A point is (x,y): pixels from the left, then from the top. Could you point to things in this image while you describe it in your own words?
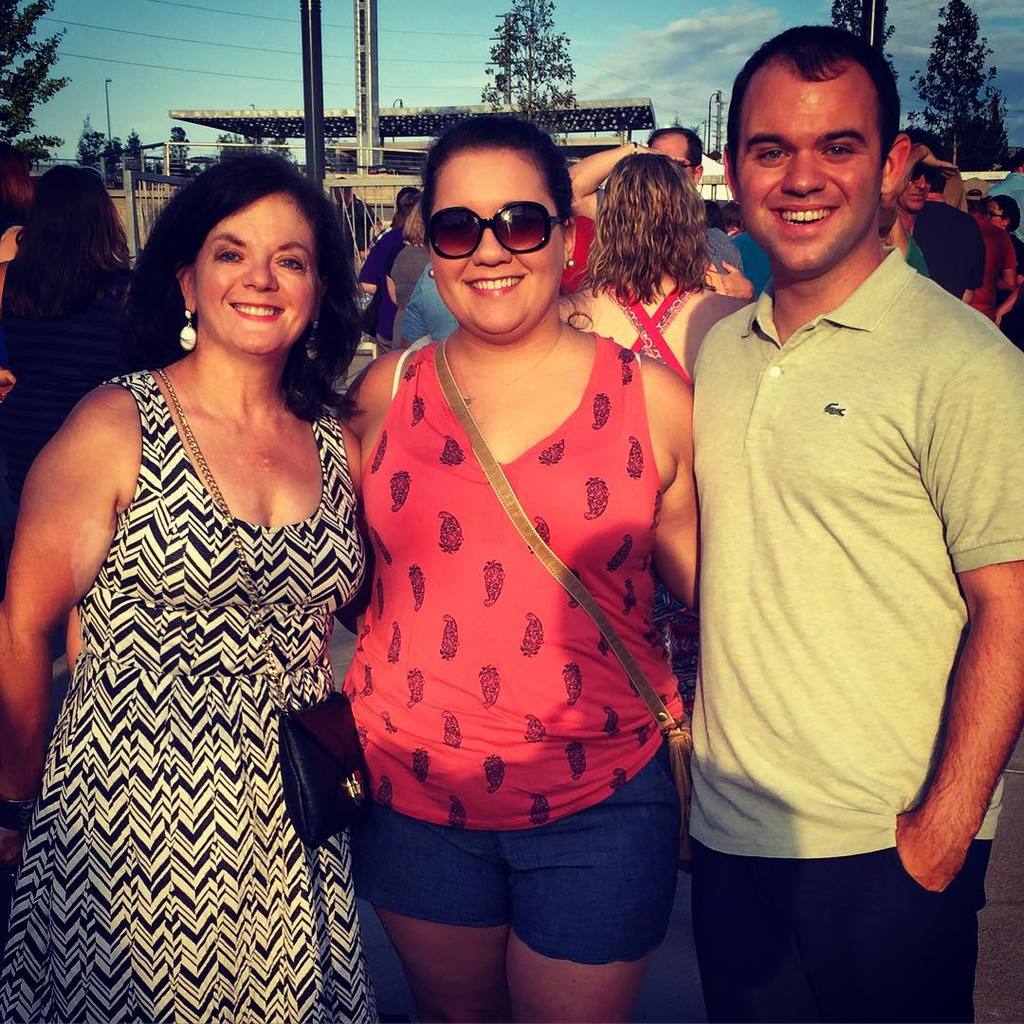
In this image there are two women (462,494) and a man (840,445) are posing to a photograph, in the back (133,361) there are people (892,213), in the background (396,71) there trees (956,27) and a sky (417,40).
